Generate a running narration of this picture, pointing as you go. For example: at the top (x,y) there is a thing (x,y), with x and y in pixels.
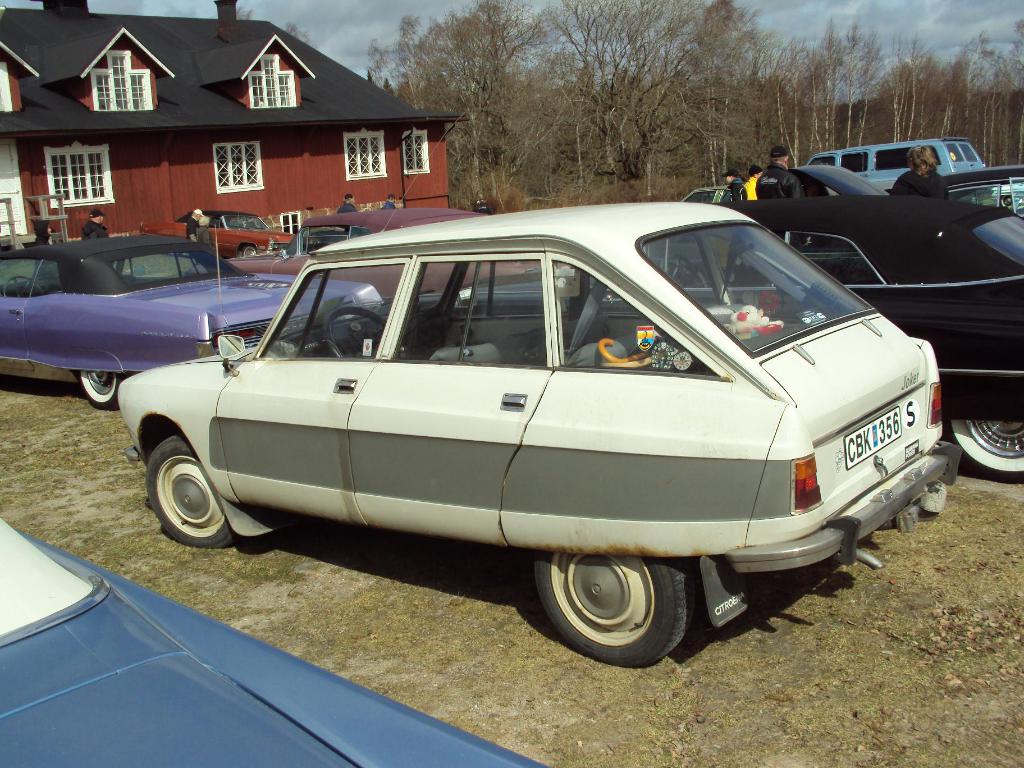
This picture is clicked outside. In the center (601,288) we can see the group of cars (429,237) and group of persons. In the background (475,8) we can see the sky (958,12), trees (1008,57) and a house (234,116).
